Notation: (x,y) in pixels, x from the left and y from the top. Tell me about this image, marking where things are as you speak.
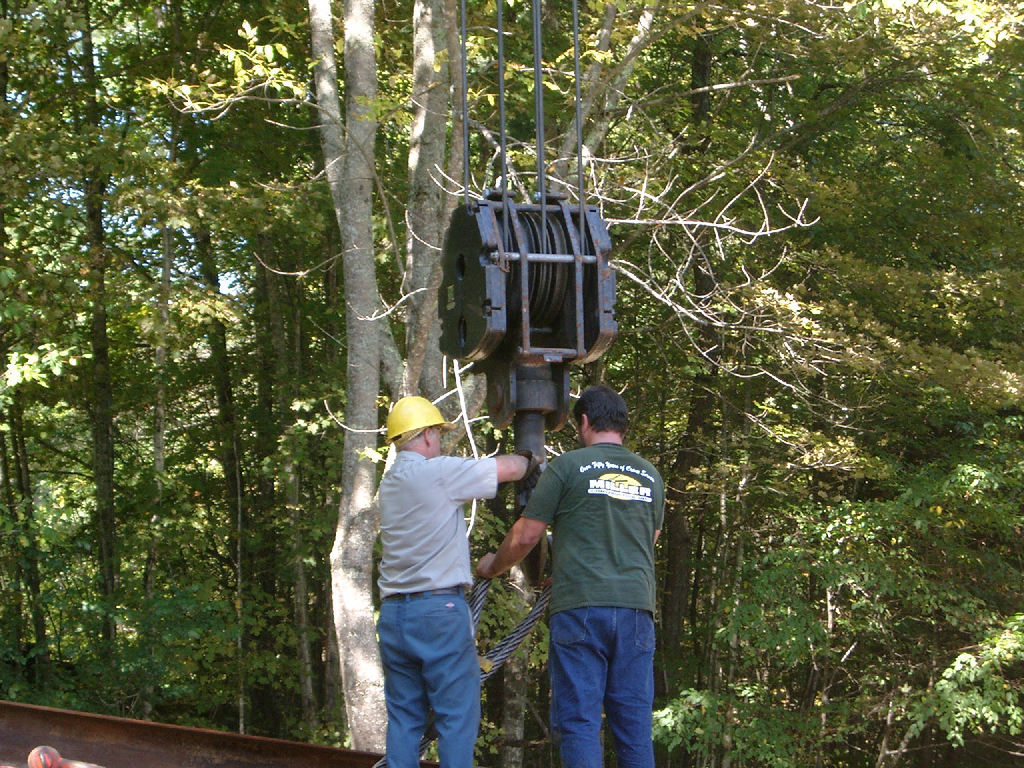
In this picture we can see two men (441,545) standing and man (395,599) wore a helmet (423,418) and in front of them we can see a pulley (479,325), rope (474,628) and some objects (53,746) and in the background (678,732) we can see trees (446,194).
